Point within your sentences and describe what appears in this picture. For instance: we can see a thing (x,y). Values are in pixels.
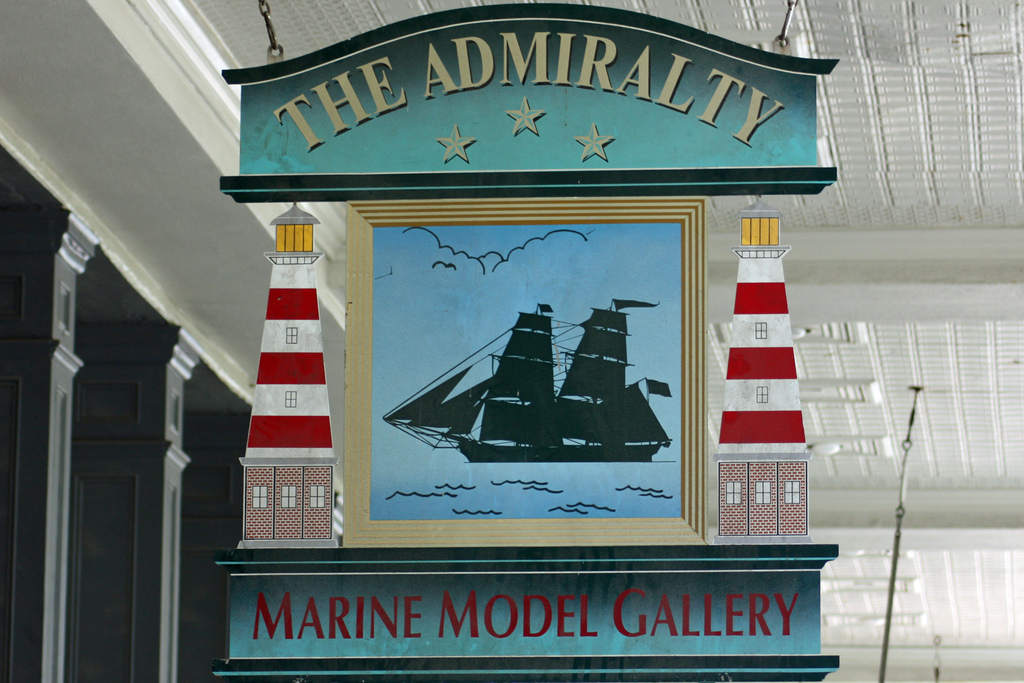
In this picture I can see there is a board (500,473) attached to the ceiling (95,70) and there is a ship (550,434) and there are two light houses (750,236) and there is something written on the top (556,84) and bottom of the image (480,609). There are few pillars (89,444) at the left (17,442).
